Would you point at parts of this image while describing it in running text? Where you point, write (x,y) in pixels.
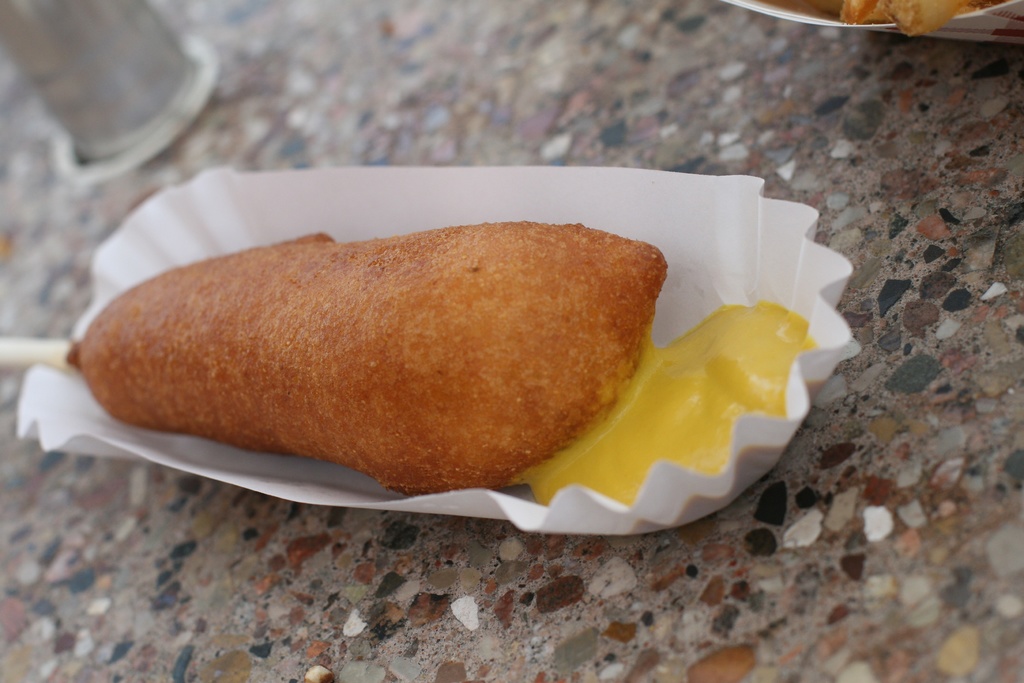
In this image, we can see a paper plate (627,522) contains some food (438,387).
